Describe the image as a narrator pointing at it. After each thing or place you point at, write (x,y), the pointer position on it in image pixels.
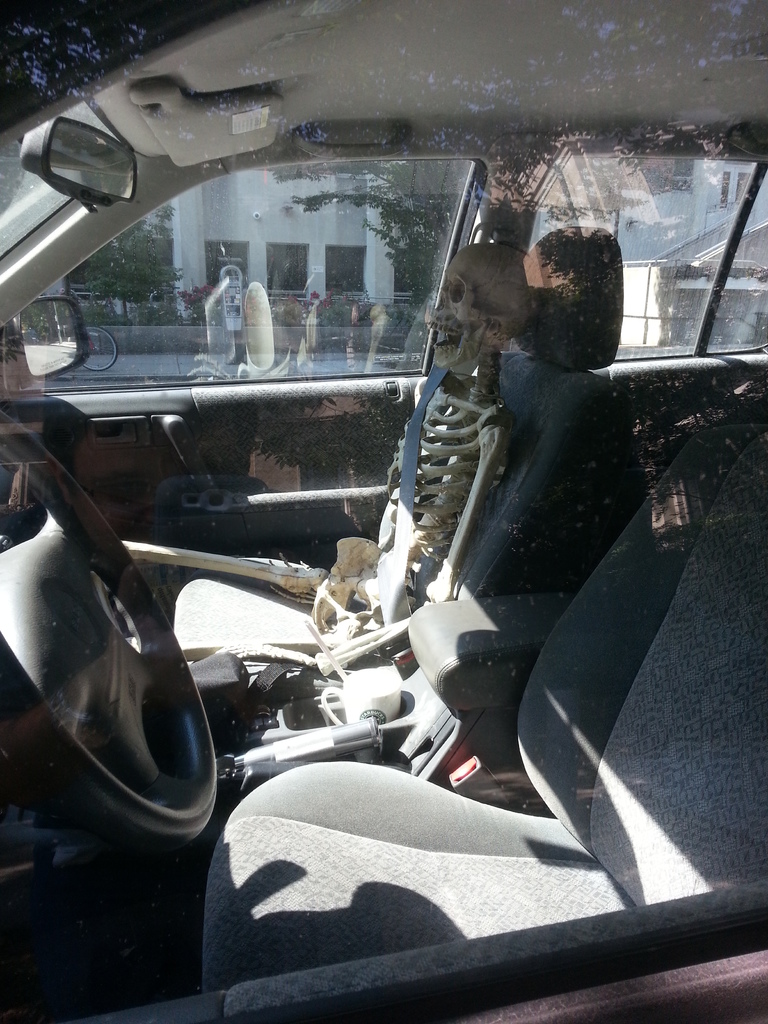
In this image we can see a car (349,835) in which skeleton (341,636) is on the seat (514,433), we can see the steering (99,540), mirrors (58,356) and the glass windows (298,223) through which we can see buildings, trees (413,268) and car ticketing machine (238,285).
